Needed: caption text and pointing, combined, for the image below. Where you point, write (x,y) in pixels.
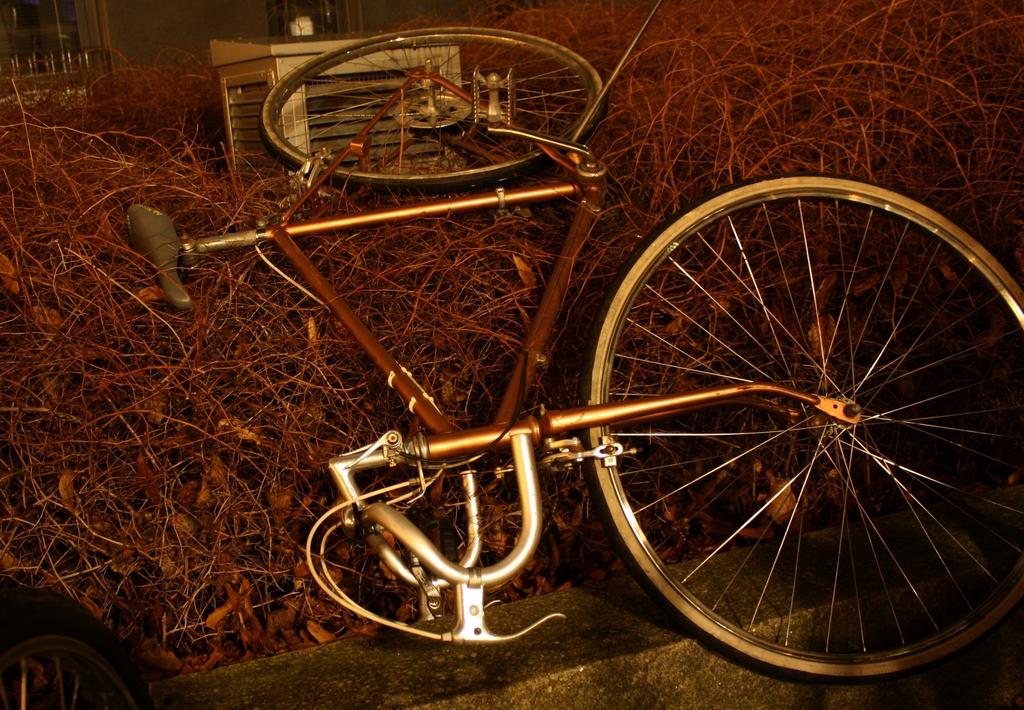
In the center of the image (520,402), we can see a bicycle (524,478) and there is a box (257,77) on the twigs (178,428) and we can see a tire (101,649) and a wall (573,661). In the background (72,25), we can see windows (87,40).
